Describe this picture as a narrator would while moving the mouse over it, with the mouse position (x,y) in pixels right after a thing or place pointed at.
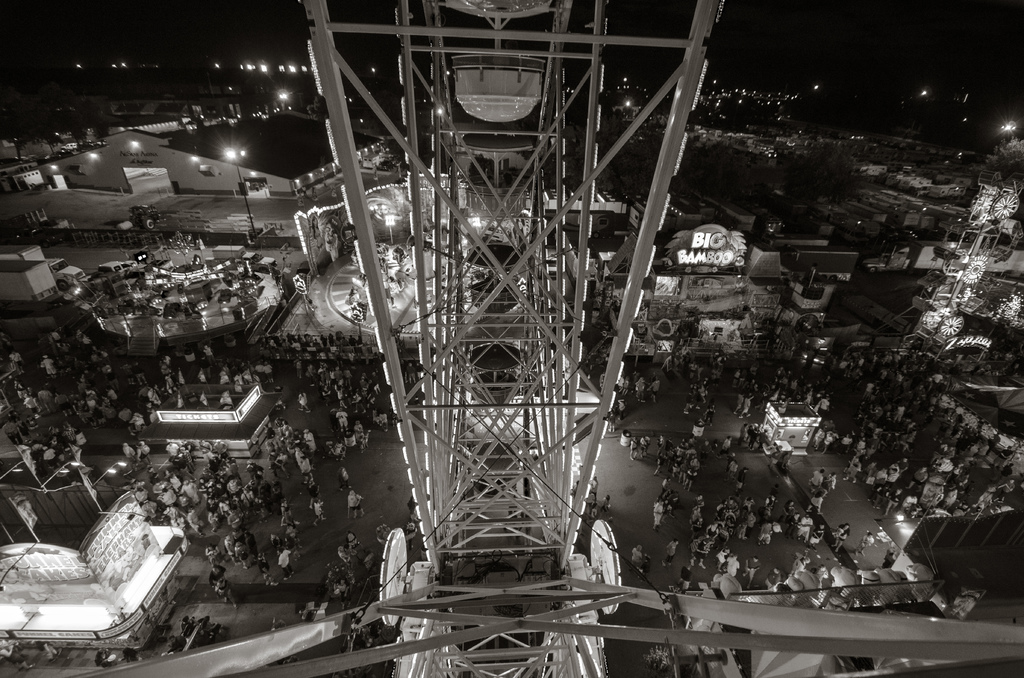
In this image we can see so many buildings (140,156), shops (119,537), lights (319,77), one Ferris wheel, some poles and name boards (724,259). Some vehicles (889,261) are parked in a parking area (82,237) and some vehicles (154,218) are on the road (682,428). So many people (901,420) are there, some people (772,584) standing and some people (800,382) are sitting.
